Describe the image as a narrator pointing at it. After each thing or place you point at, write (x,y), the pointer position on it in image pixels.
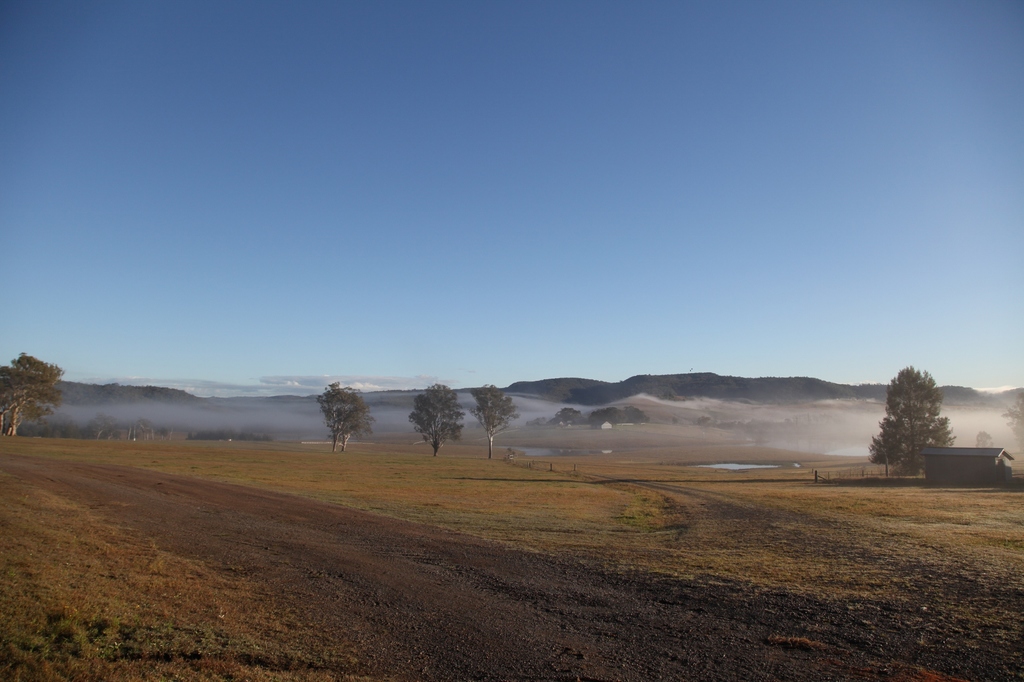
In the image most of the land (646,529) is empty and there are few trees (511,404) and on the right side (928,452) there is a hut (955,451) and there are two small ponds (541,448) in between the land (673,426) and in the background (515,391) there are mountains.
